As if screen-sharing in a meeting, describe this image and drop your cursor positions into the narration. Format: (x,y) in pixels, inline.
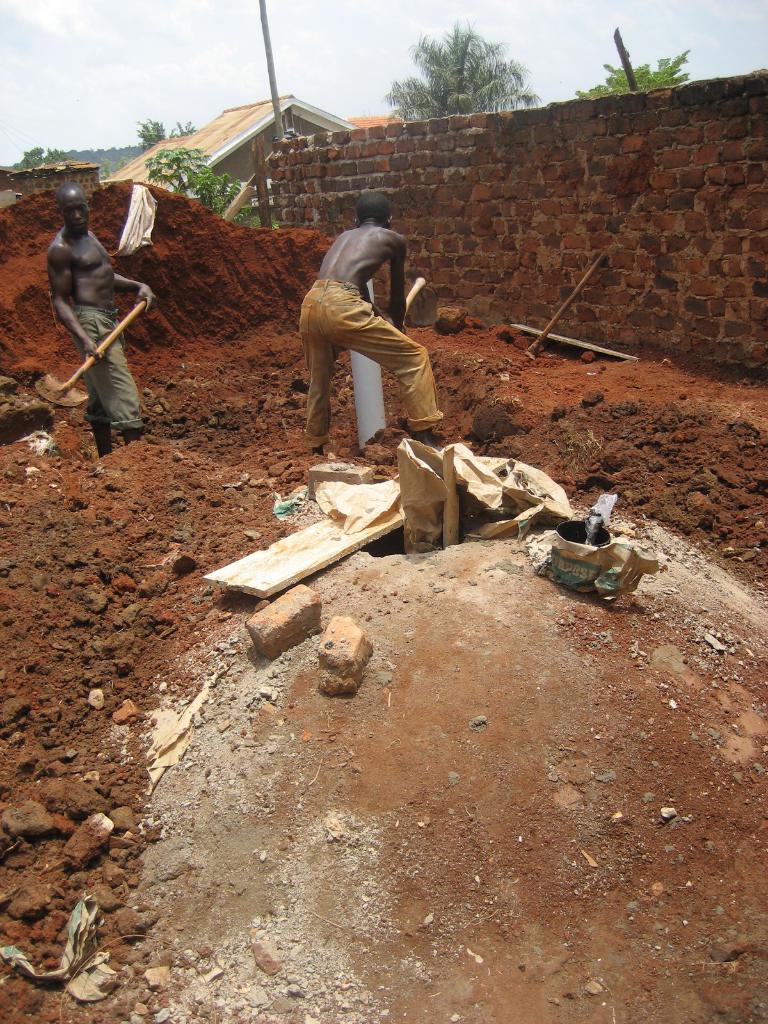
In this picture there are two people (76,301) standing and holding the objects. At the back (763,194) there are buildings (299,103) and trees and there is a pole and wall (272,173). In the foreground (29,645) there is mud (215,367) and there are bricks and there are objects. At the top (131,54) there is sky (96,74).
